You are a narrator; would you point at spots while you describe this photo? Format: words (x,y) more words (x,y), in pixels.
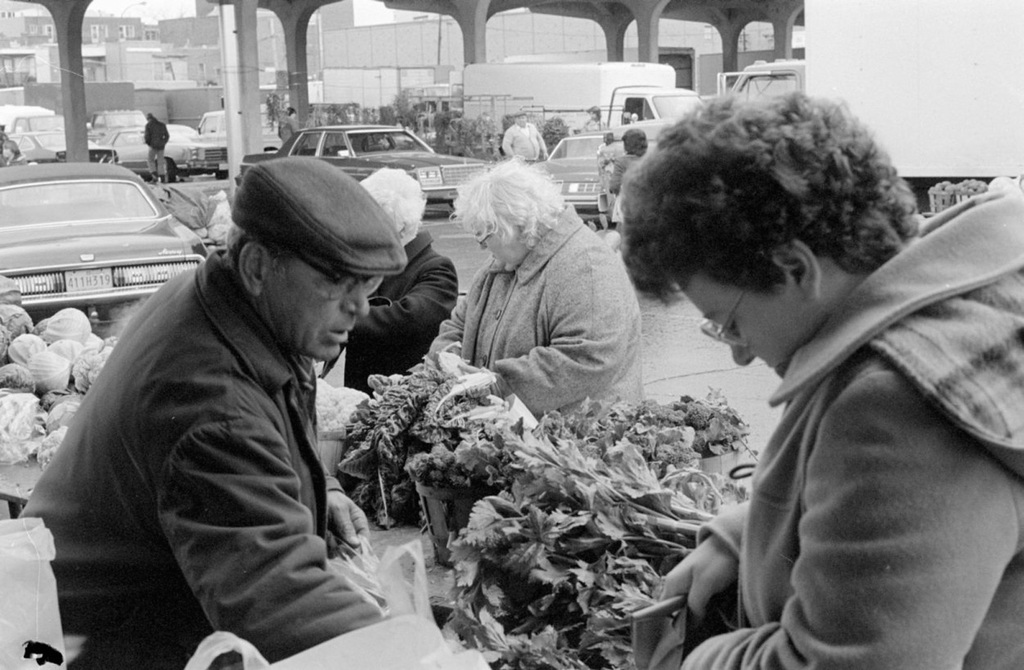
In this image we can see many people (577,393). Few are wearing specs (345,293). One person (323,297) is wearing cap (312,259). Also there are vegetables (333,396). In the back (132,51) there are buildings (171,29). Also there is a bridge (555,0) with pillars (67,54). In the background (115,48) there are buildings (175,64).
